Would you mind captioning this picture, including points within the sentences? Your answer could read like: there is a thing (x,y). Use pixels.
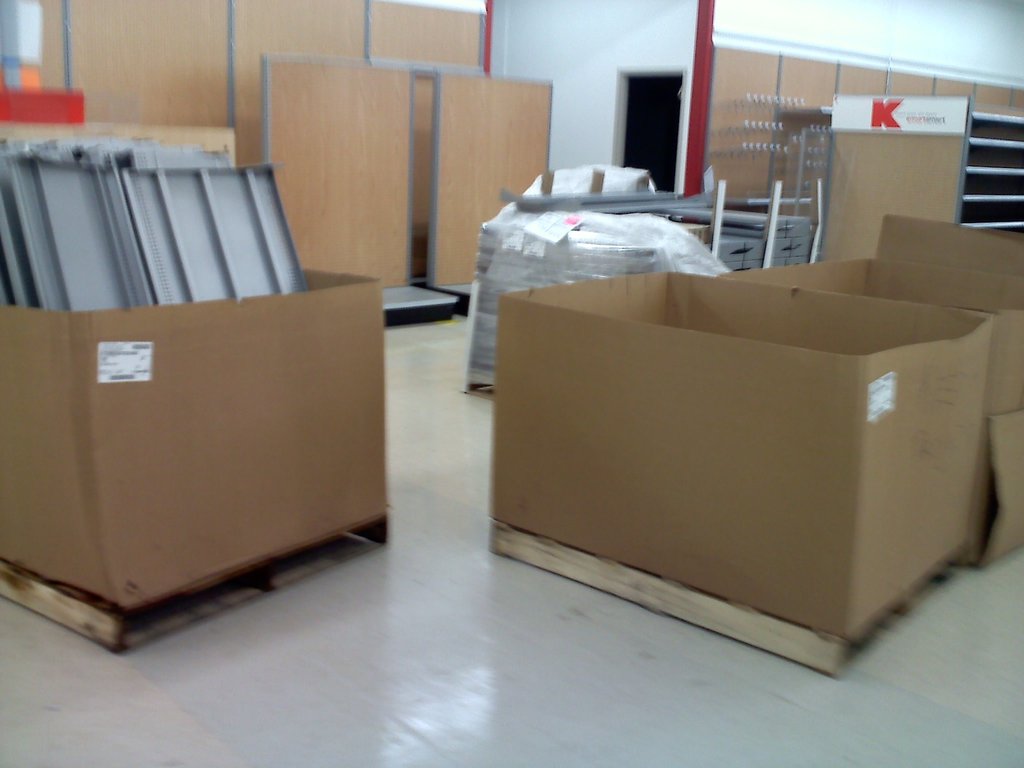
This picture is clicked inside the room. Here, we see many carton boxes (549,420) with grey color boards (129,206) placed on it. Behind that, we see plastic cover (540,194) and behind that, we see a cupboard (409,206). In the background (552,41), we see a wall (585,81) which is in brown and white color and we even see the door (666,182). On the right corner of the picture (941,120), we see a white board (876,102) with "K" written on it and beside that, we see an empty rack (987,186).
